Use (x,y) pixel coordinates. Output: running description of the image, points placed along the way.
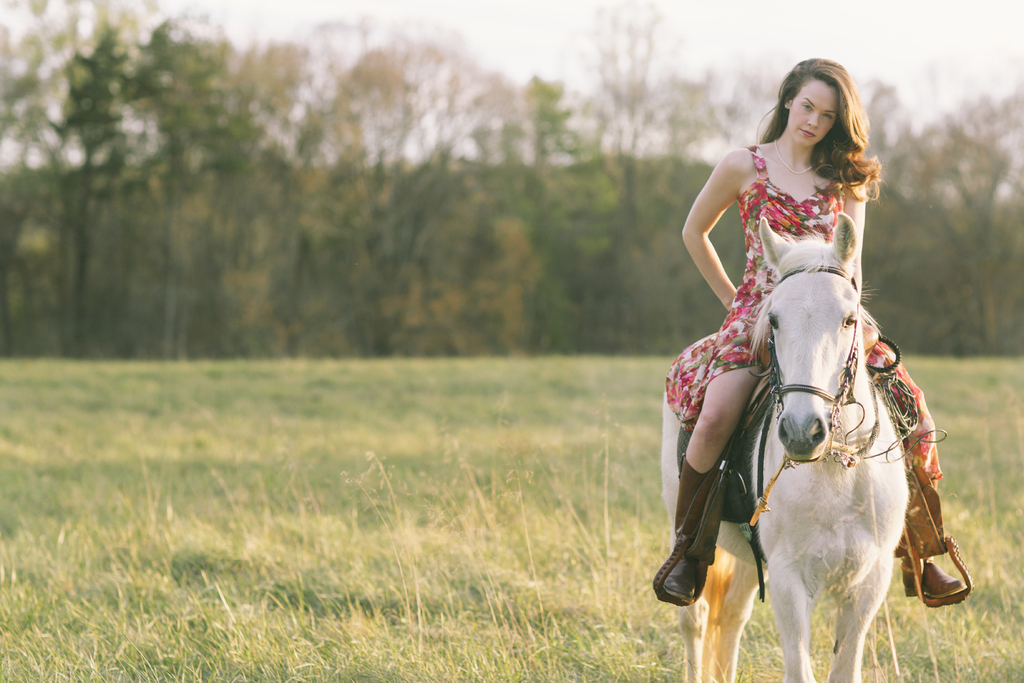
In this image we can see a lady (757,194) sitting on the white horse (837,495). In the background (405,266) we can see many trees (509,266).
